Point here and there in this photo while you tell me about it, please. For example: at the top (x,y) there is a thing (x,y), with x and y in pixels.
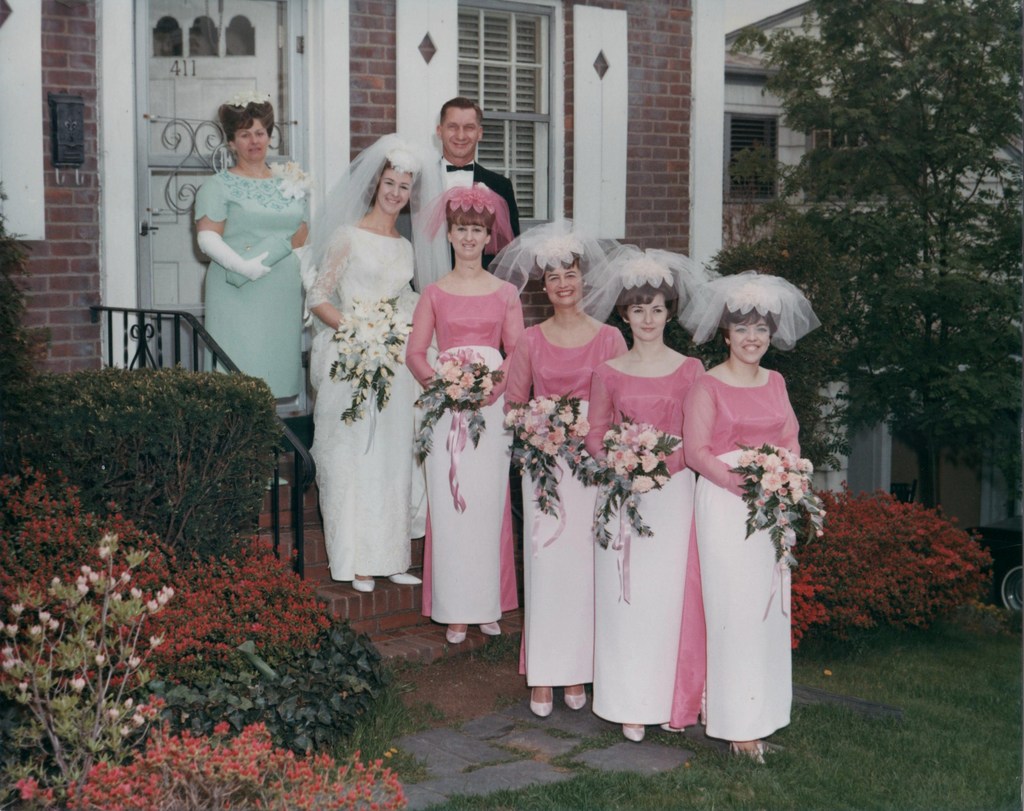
In the background (241,62) we can see door (263,66), windows (740,133), grilles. We can see a man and a woman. In this picture we can see railing (289,460), stairs (309,534), plants (38,366), grass (976,668), objects (996,591) and tree (985,277). We can see the women (744,318) wearing veils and they all are holding flower bouquets (810,507) in their hand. They are smiling.
